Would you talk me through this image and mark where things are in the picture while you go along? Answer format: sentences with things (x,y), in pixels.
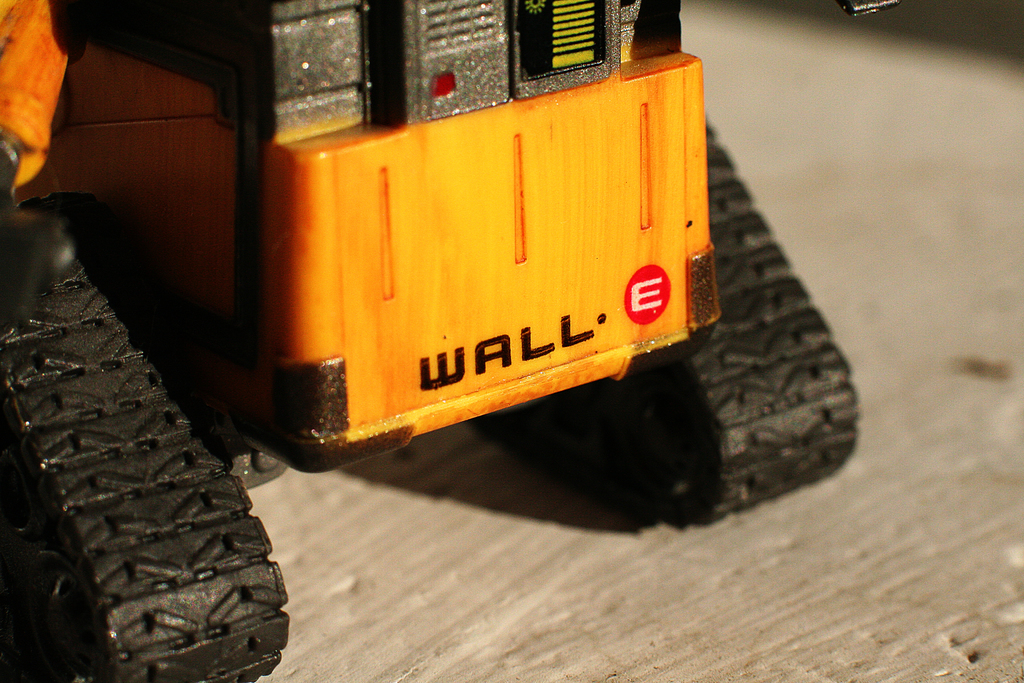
In this image in front (288,234) there is a toy of a vehicle (10,333) on the surface (689,578).
